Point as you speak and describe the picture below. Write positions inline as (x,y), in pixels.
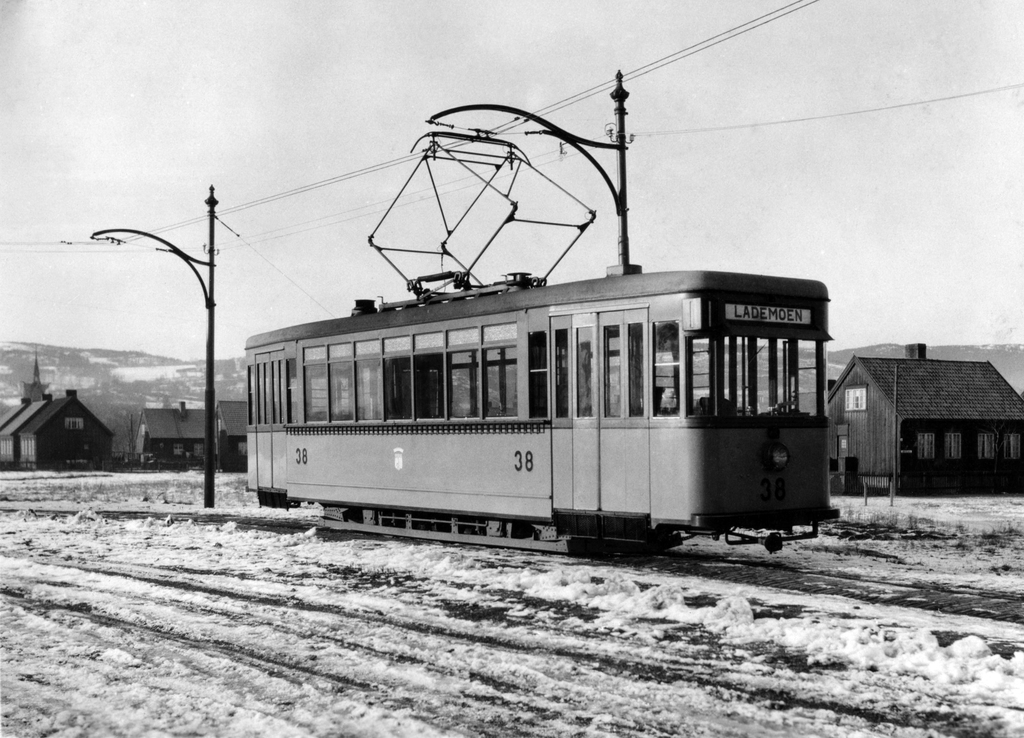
It is a black and white image there is a vehicle (368,399) and there are two poles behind the vehicle (449,135). In the background (938,406) there are several houses (33,442).
